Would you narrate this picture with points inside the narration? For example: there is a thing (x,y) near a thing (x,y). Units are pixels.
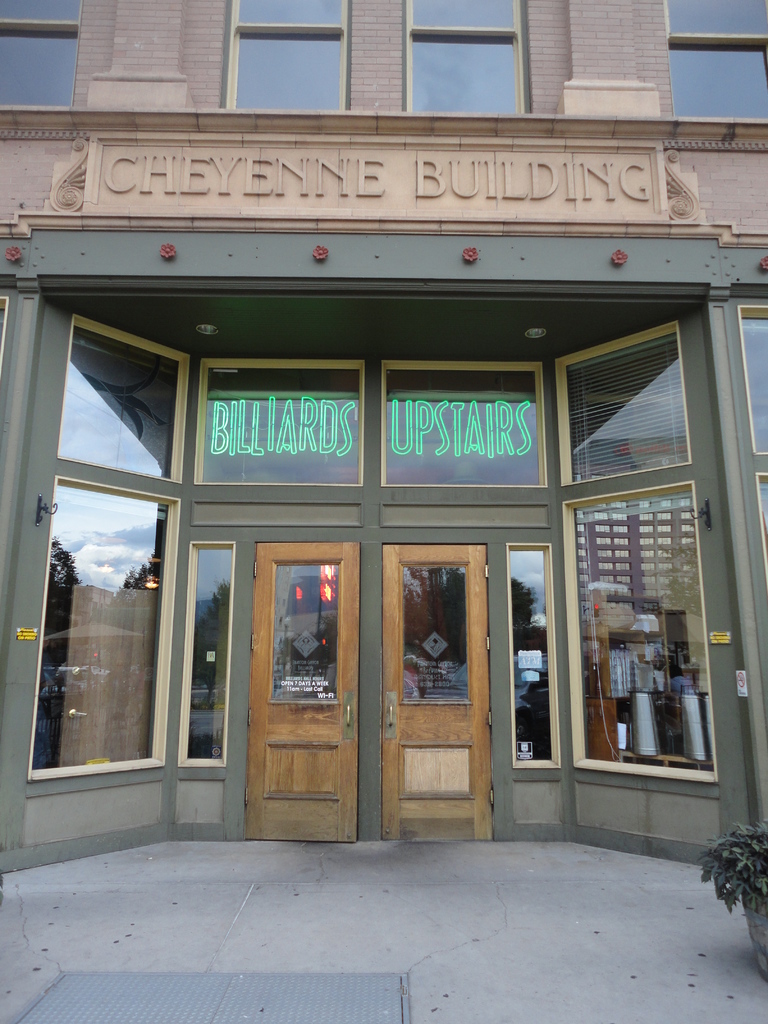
This is a picture of a building (312,562) with doors (266,704) and some text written on it, in front of the building (258,639) there is a flower pot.
